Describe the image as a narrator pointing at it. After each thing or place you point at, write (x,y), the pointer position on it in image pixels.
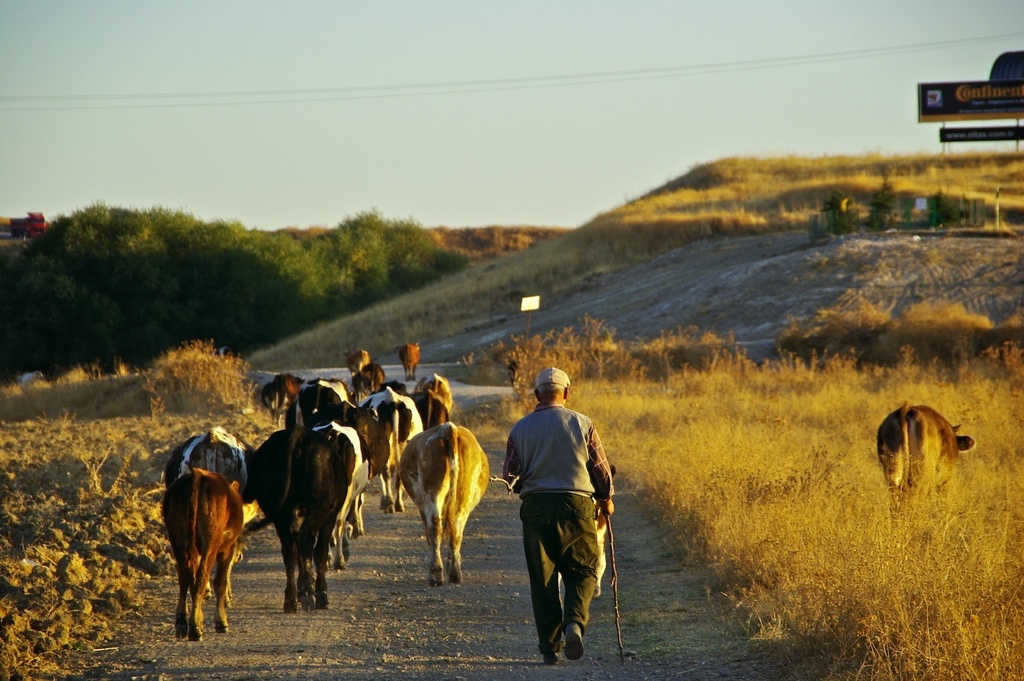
In this picture we can see cows (215,514) and a person (547,408) walking on the ground (206,649), trees (123,244), grass (744,386), name boards (999,92) and in the background (441,27) we can see the sky (514,110).
